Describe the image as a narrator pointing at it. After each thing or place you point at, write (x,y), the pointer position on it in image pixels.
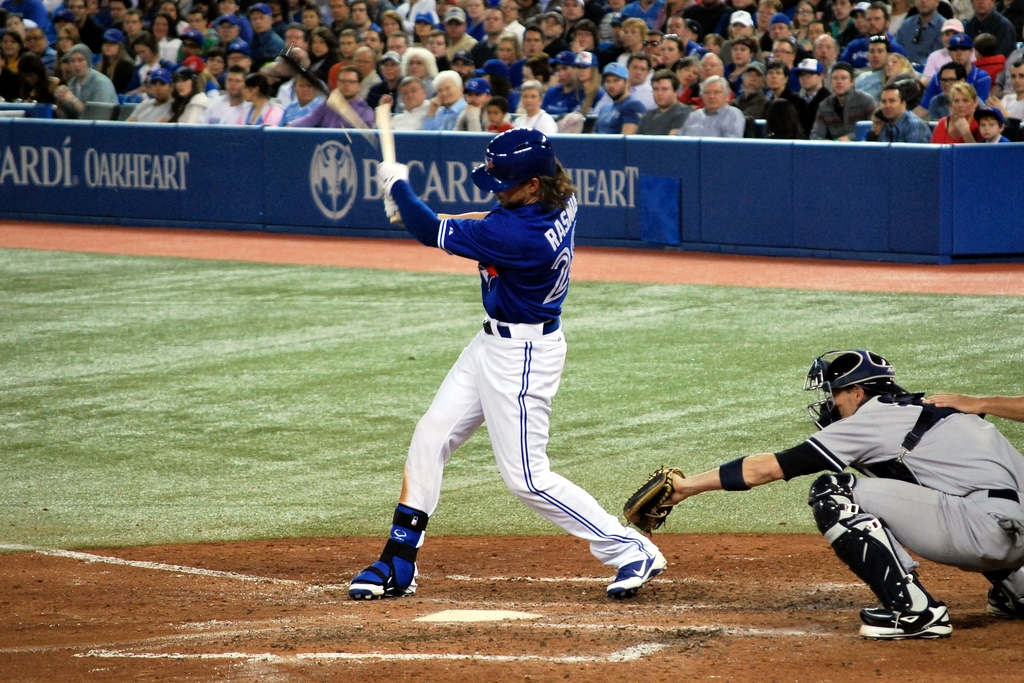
In this image there are a few people (385,187) playing baseball in the baseball ground (380,525) in which one of them holds a baseball stick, there are few people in the stands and some banners (327,204) attached to the wall (252,216).
